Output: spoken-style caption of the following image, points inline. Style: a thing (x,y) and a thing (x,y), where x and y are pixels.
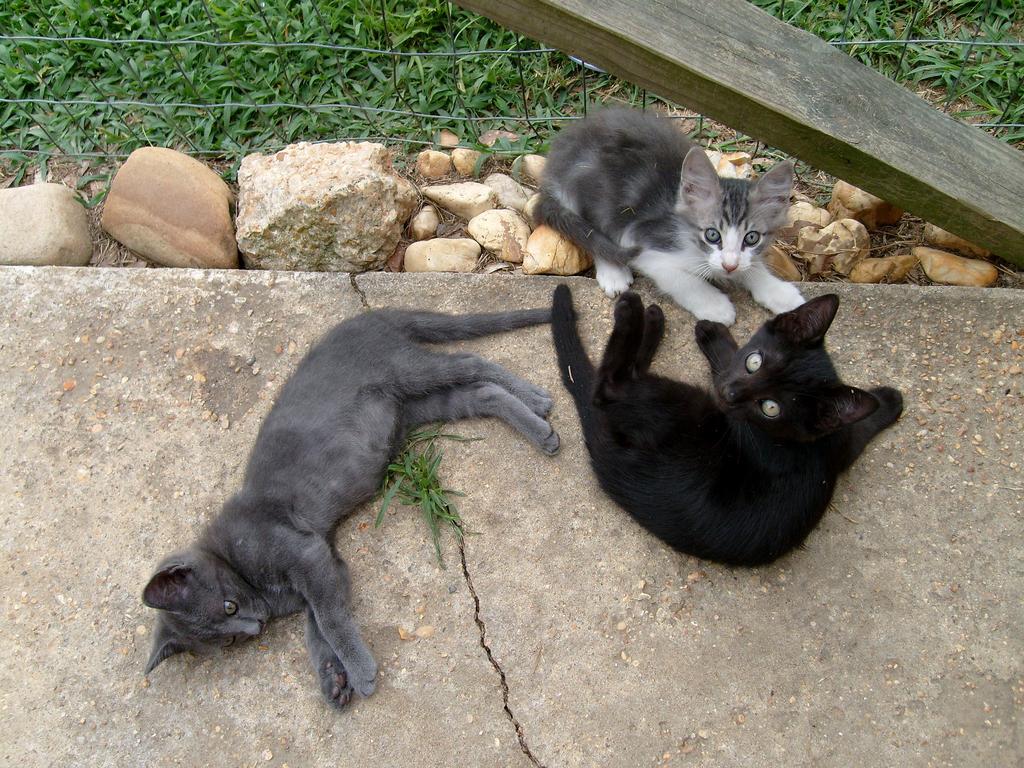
This image is taken outdoors. At the bottom of the image (540,646) there is a floor (74,526). In the background (346,62) there is a ground (311,68) with grass (943,54) on it. There is a mesh (435,54). There is a wooden stick (793,143) and there are a few stones (243,199) on the ground (901,241). In the middle of the image (506,329) there are three cats (475,316).
